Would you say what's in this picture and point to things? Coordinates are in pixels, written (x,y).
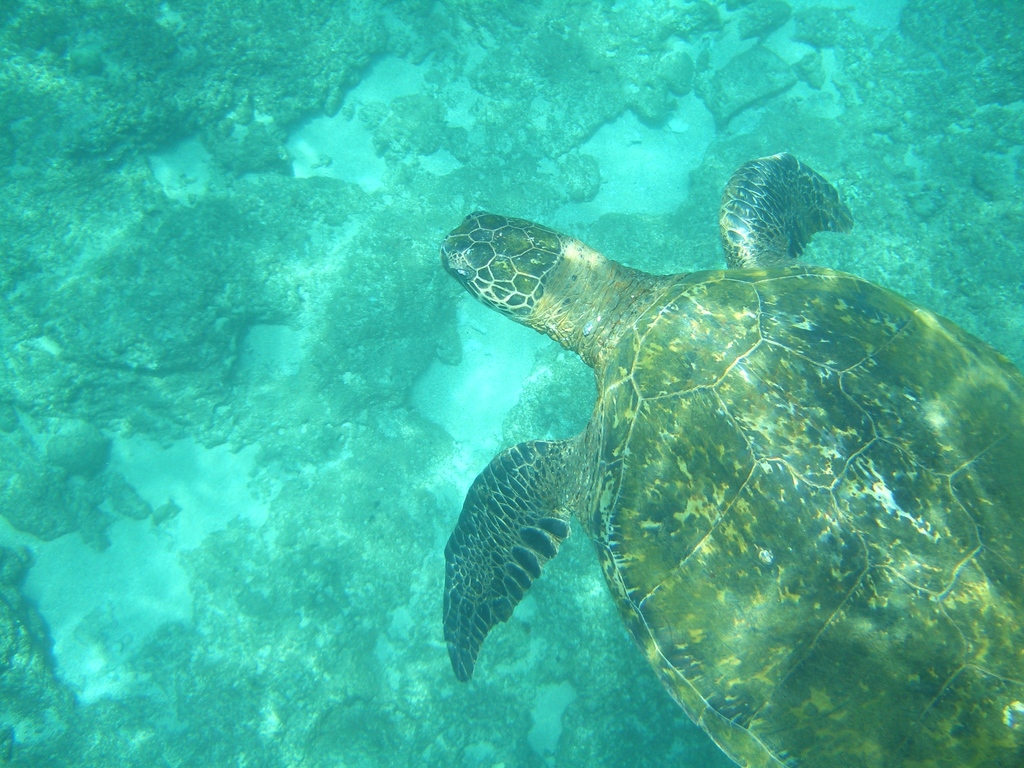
In the picture we can see deep in the water (117,592) with a turtle (795,600) and beside it, we can see water (321,503), rocks (279,426) and sand (198,516) in the middle of it.
